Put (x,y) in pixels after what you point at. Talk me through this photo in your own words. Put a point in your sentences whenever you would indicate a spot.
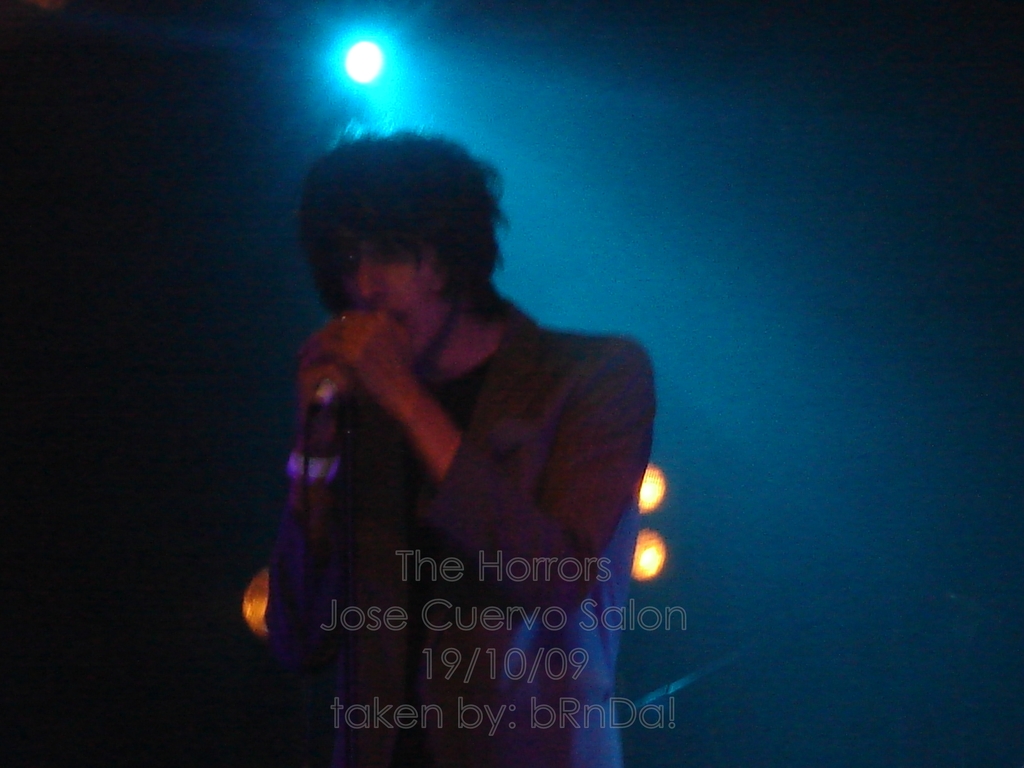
In the picture we can see a person (521,696) standing and singing in the microphone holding it, behind him we can see the lights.
